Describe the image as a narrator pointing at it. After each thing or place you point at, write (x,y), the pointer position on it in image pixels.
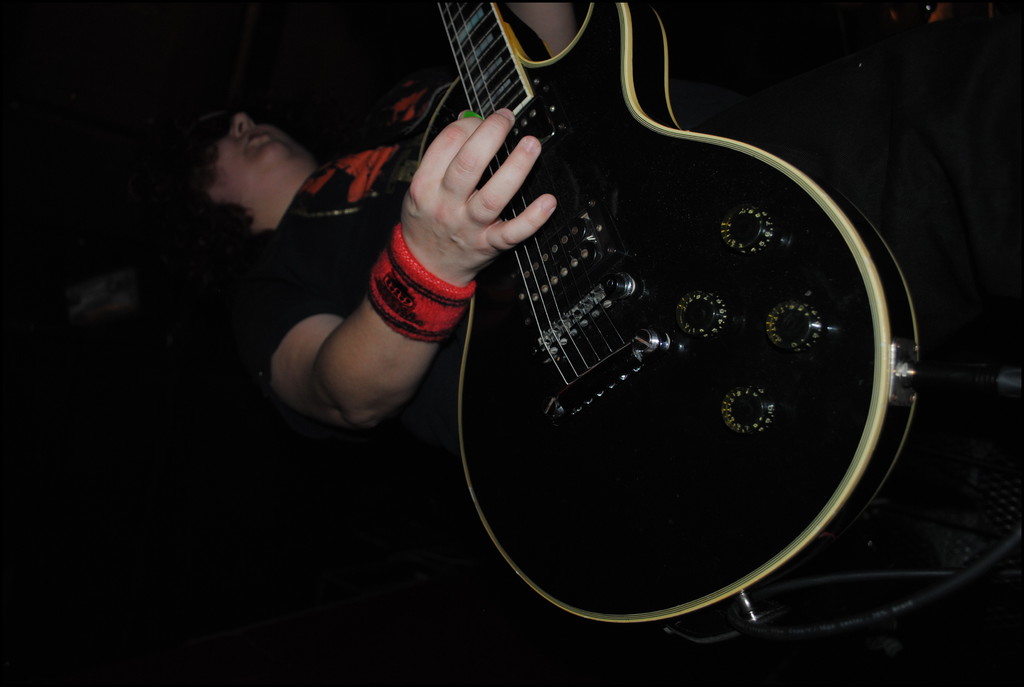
This person (405,210) wore black t-shirt (347,230) and playing this black guitar (487,60).
